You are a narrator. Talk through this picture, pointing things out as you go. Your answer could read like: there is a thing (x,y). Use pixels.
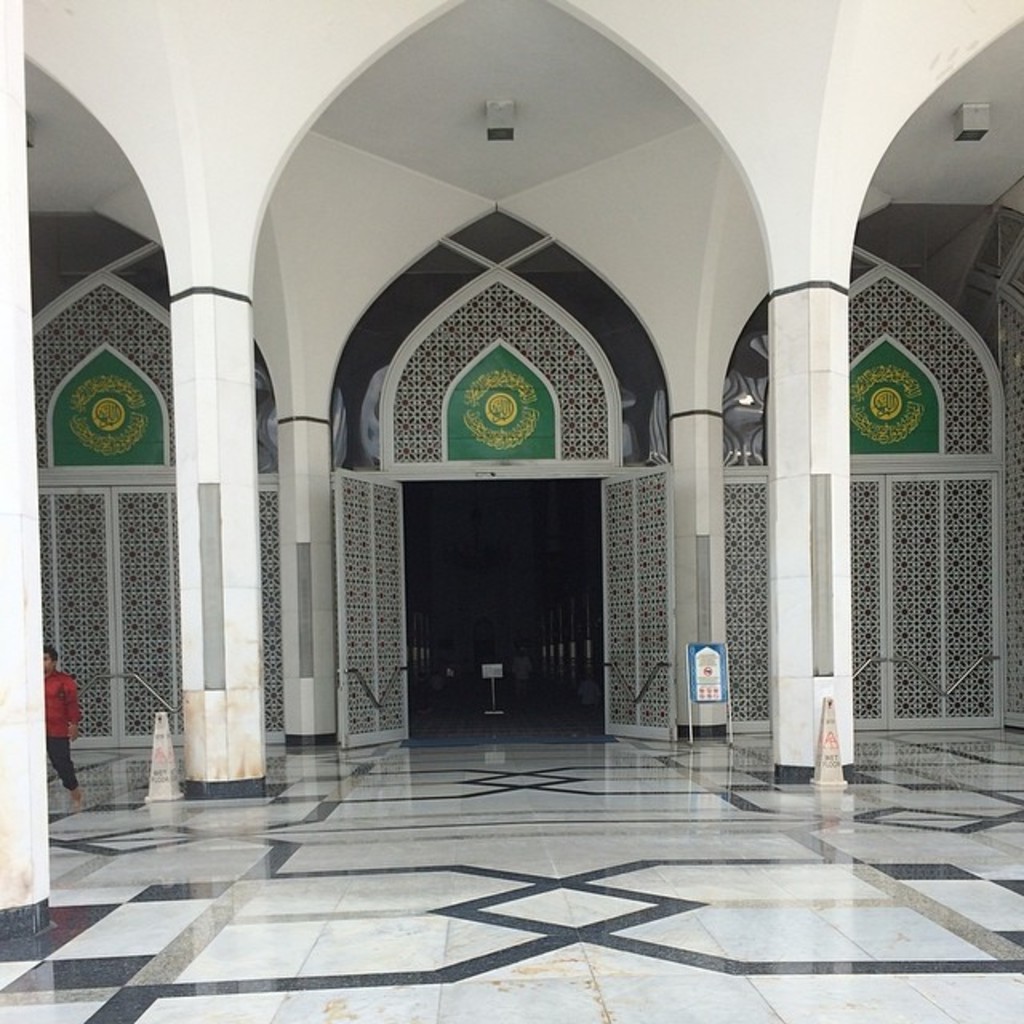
In this picture we can see a building (737,46), on the left side (60,721) there is a person (59,734) walking, we can see pillars (218,639) in the middle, in the background (699,674) there is a board (700,691), on the left side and right side there are narrow cones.
